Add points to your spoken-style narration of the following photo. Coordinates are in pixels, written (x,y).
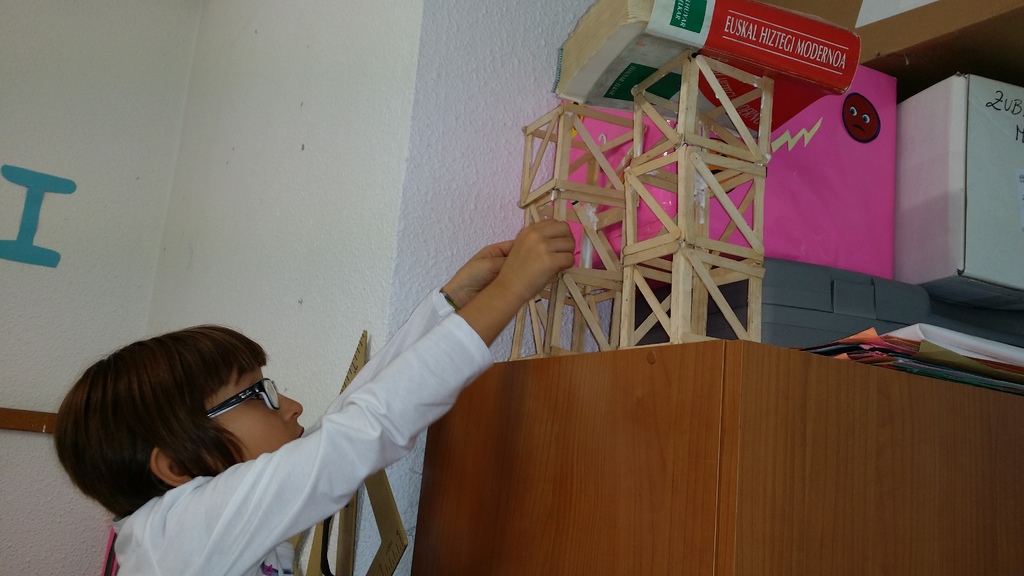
In this picture we can see a person (288,542), here we can see a book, papers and some objects (693,451) and in the background (407,528) we can see the wall (403,507).
